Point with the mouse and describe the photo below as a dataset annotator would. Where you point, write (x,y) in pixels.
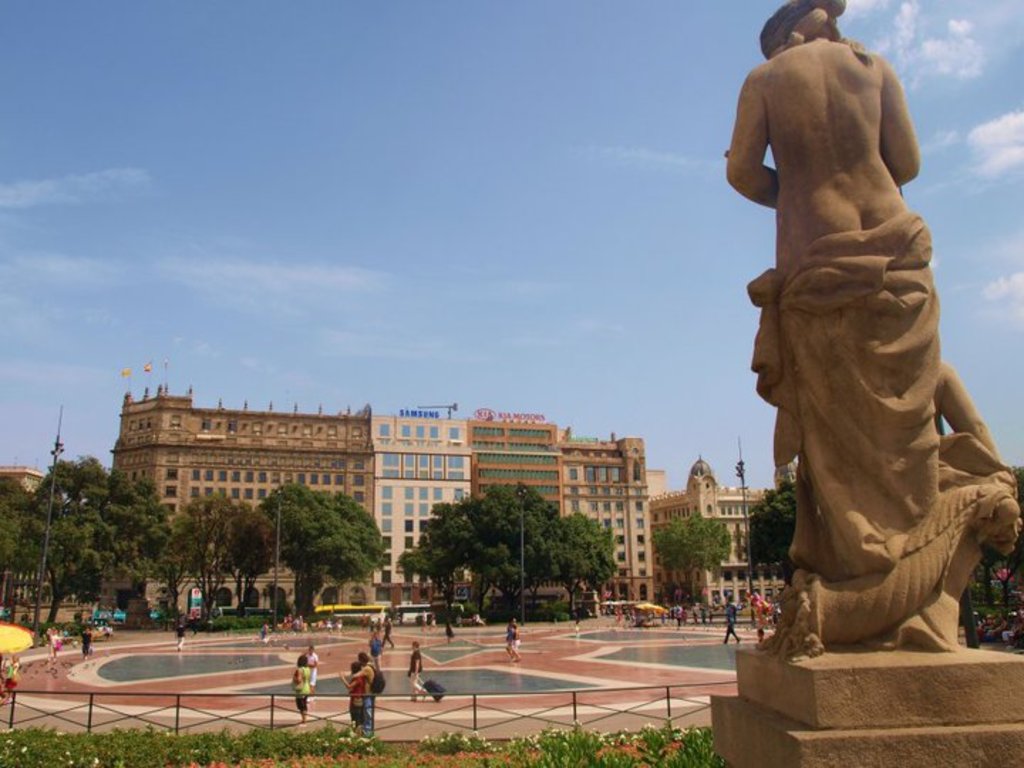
In the foreground of the picture (552,733) there are plants (555,751), flowers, railing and a sculpture (881,472). In the center of the picture (522,439) there are trees (601,552), people (1011,616), vehicles (359,616) and buildings (690,504). Sky (913,77) is sunny.
